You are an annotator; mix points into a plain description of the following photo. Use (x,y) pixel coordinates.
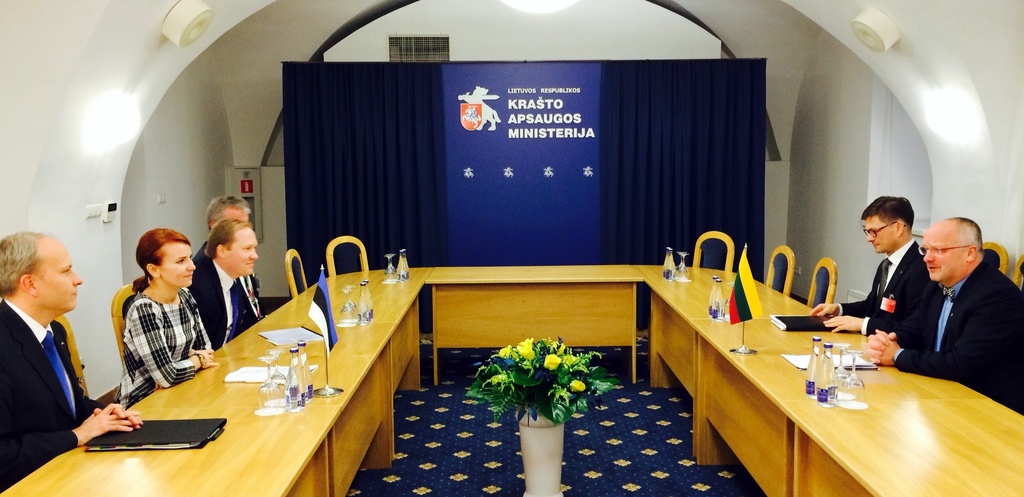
In this picture I can see few people (70,274) sitting in the chairs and I can see water bottles (820,392), few glasses (857,402), papers (810,362) and couple of files (806,319) and couple of flags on the tables (375,308) and I can see a flower pot (536,418) in the middle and I can see a cloth (437,99) in the back (476,189) and looks like a hoarding (523,145) with some text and I can see a light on the ceiling (547,35).
